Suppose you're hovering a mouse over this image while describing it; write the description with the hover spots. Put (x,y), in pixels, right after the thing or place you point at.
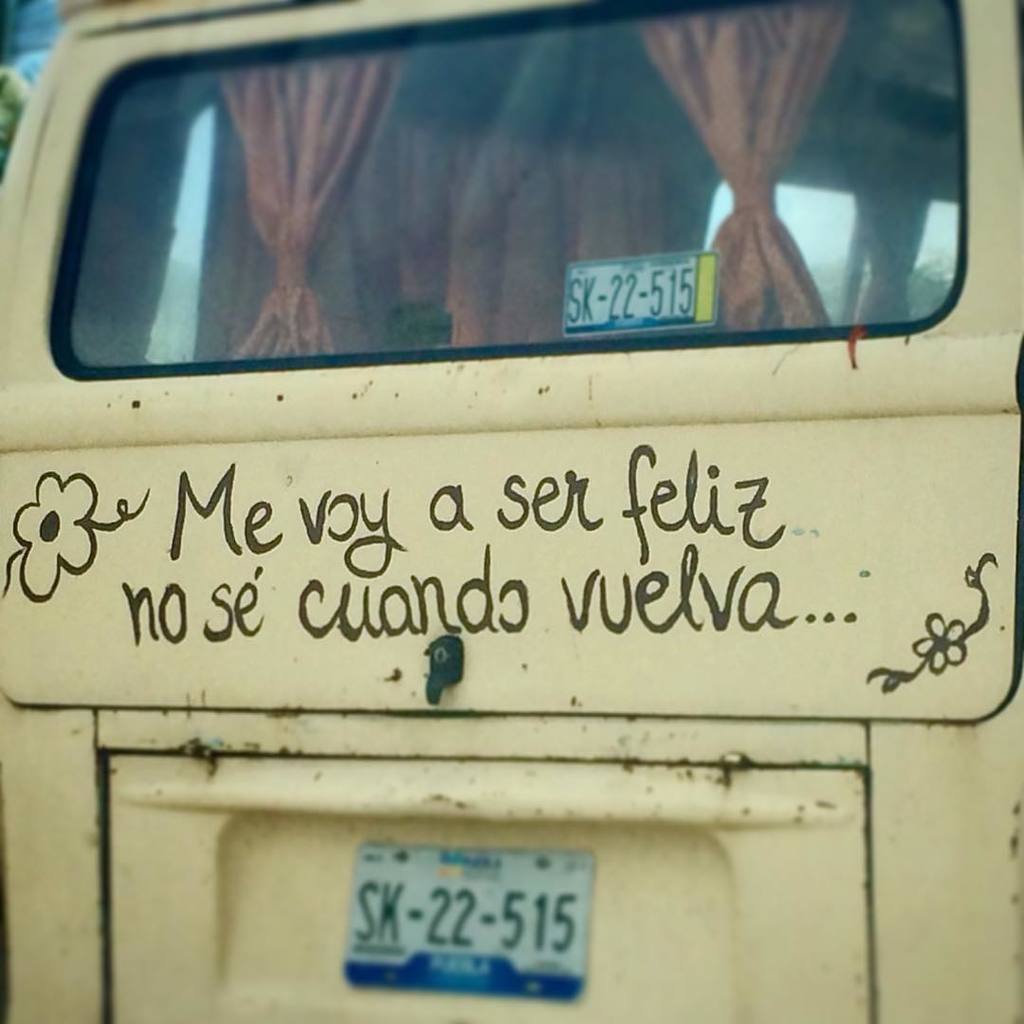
In this image, we can see some text (687,567) on the vehicle (469,626). There is a number plate (513,886) at the bottom of the image (481,934). There are curtains (346,140) at the top of the image (302,140).
